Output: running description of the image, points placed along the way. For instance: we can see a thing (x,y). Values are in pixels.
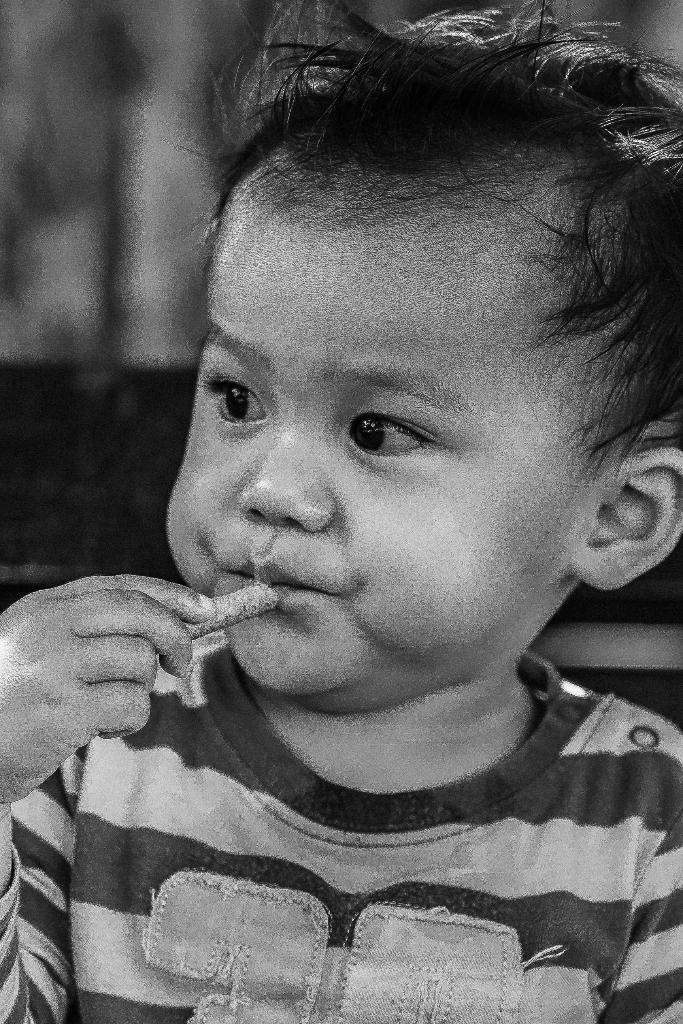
In this image there is a kid (236,413). Something is there in his hands (153,592).
